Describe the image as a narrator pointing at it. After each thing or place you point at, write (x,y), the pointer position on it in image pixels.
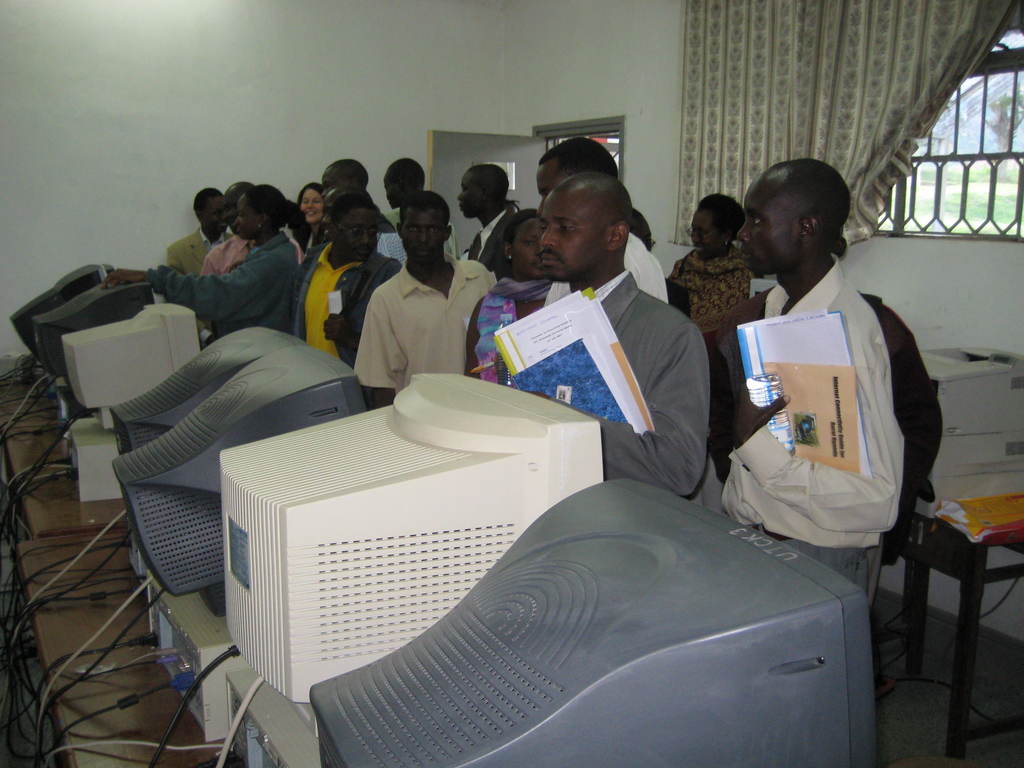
In this image we can a group of people (701,220), in front of people (617,454) they are systems (309,459) at the background (706,169) we can see a door (497,146) and a curtain (838,131). The person (786,458) is holding a water bottle (783,424) and a file (815,378). There is a table (957,547) and a scanner (975,439) on the table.
